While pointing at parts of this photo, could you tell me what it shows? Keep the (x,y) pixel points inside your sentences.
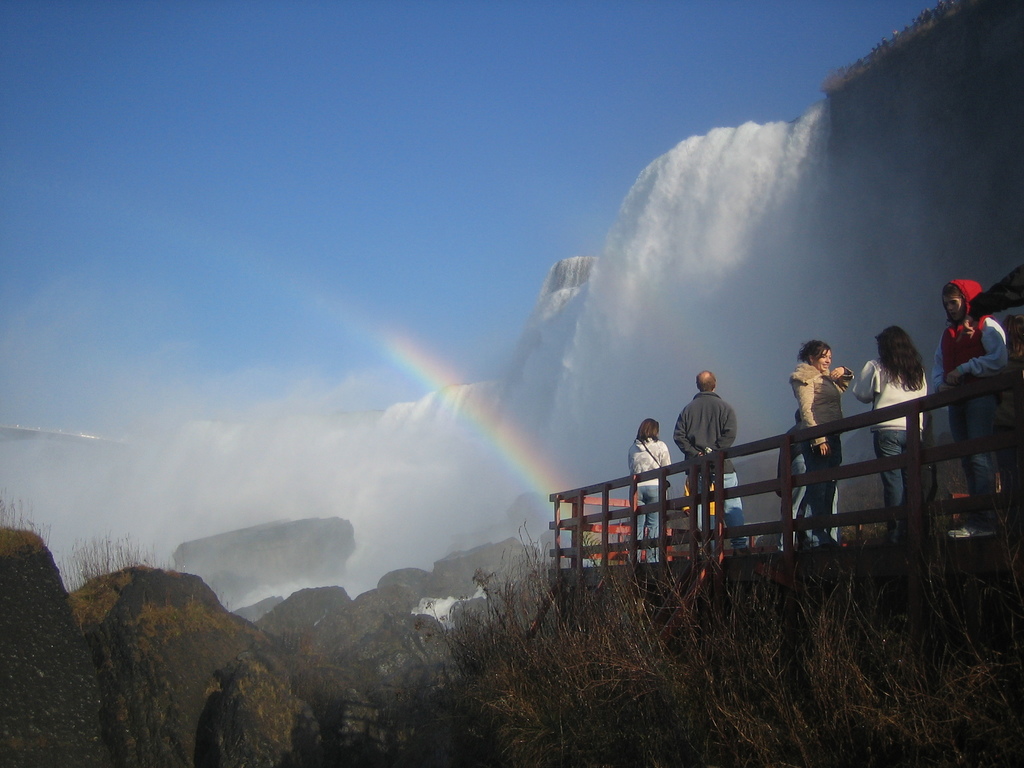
On the right side of the image (687,444) we can see few people (700,422), they are all standing, beside them we can see few plants (580,610) and rocks (421,584), in front of them we can find waterfall (665,316).
